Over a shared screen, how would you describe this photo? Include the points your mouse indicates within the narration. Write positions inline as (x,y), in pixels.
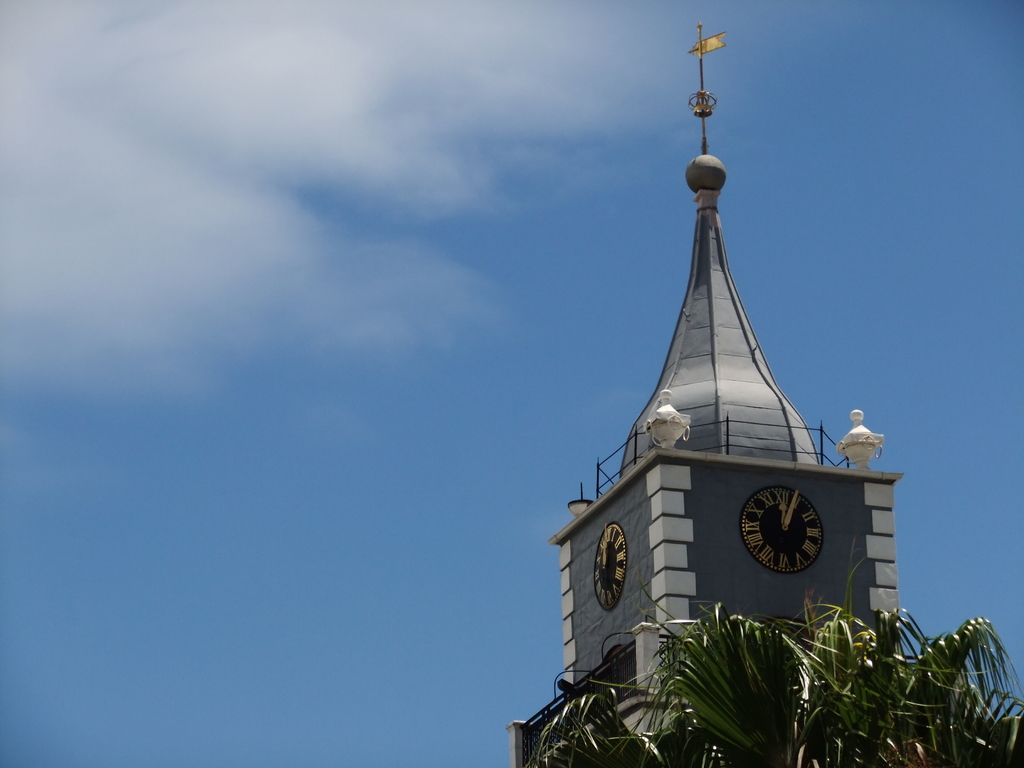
There is a tree (756,725) and a building (679,370) on the right (702,197). The building (716,579) has 2 clocks (611,602) and there is sky (292,351) at the top (427,193).
